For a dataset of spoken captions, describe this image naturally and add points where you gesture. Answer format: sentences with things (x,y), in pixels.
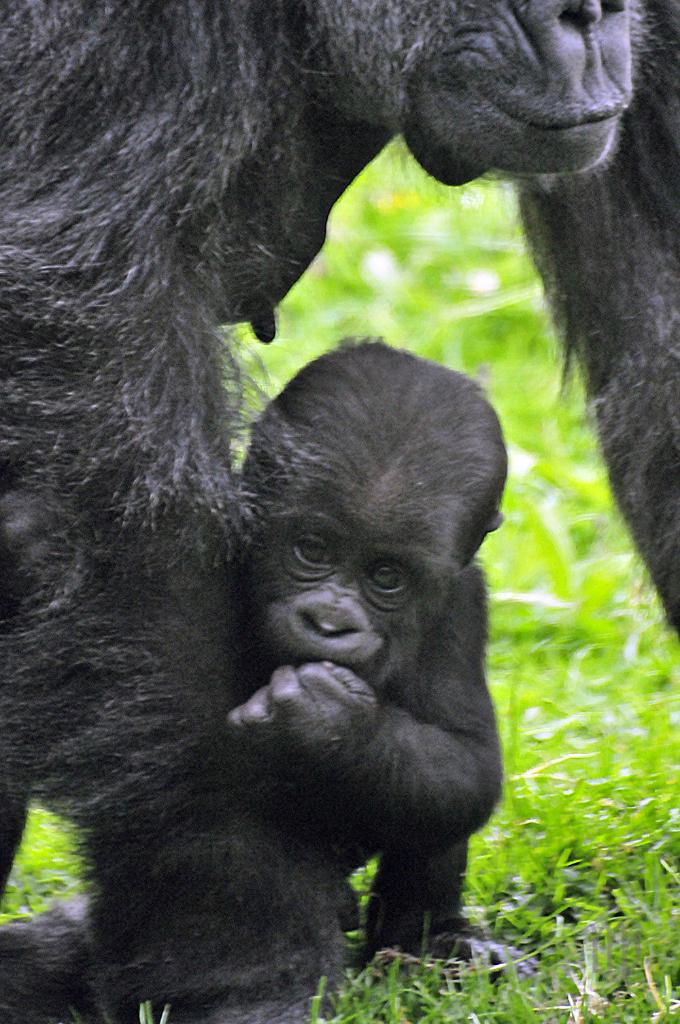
In this image we can see two animals (289,622) which are in black color. Behind the animals (377,568) we can see the grass (596,733).
